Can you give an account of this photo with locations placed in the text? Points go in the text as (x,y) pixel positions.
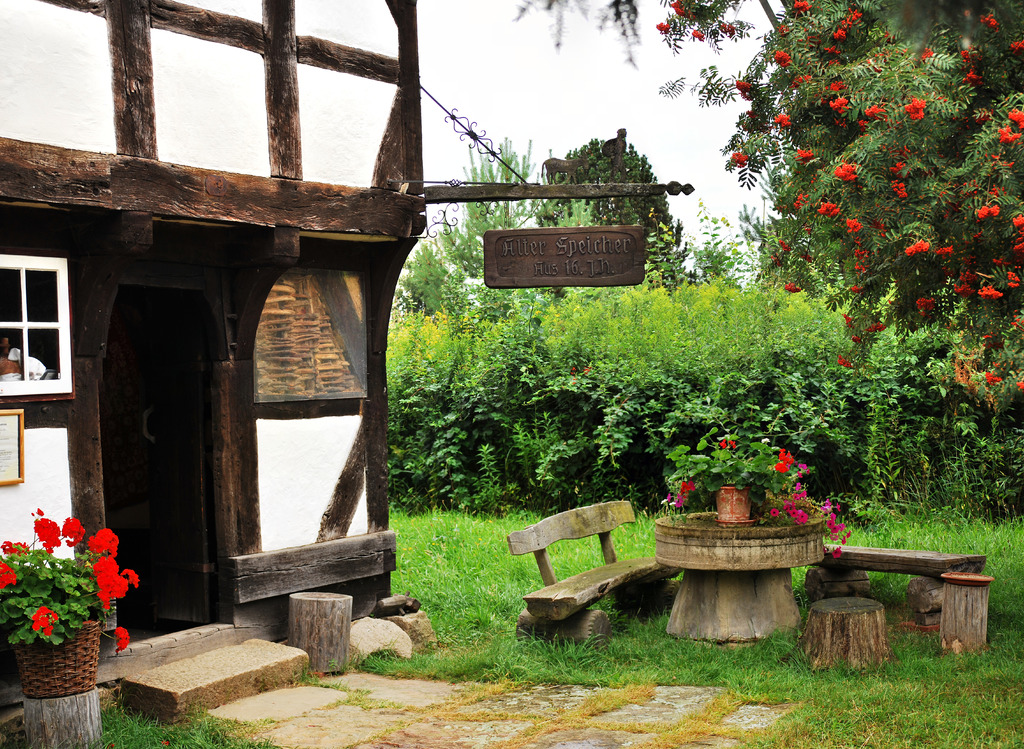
In this picture there is a wooden hut (231,365) at the left side of the image (335,498) and there are two wooden benches (633,565) at the right side of the image (715,614) and a small table (791,588), there is a small flower pot (28,548) at the left side of the image (56,581) and a name plate (640,254) which is hanged from the log (610,188) at the center of the image (640,267).
